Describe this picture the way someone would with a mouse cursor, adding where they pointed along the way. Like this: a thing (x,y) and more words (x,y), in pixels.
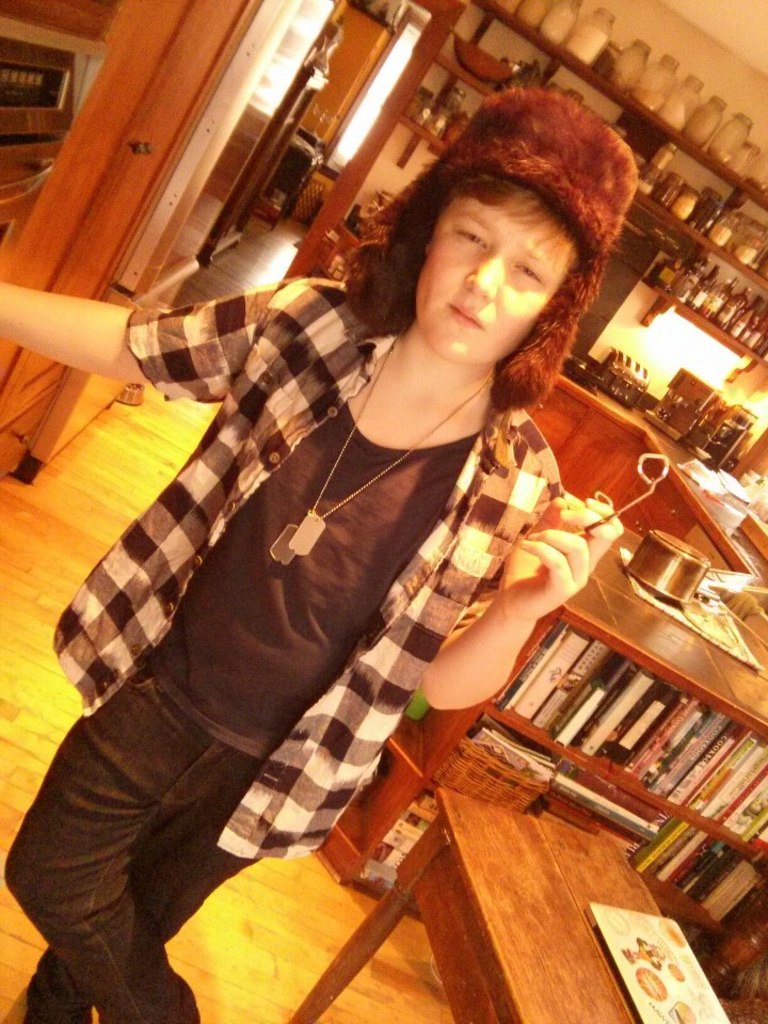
In the image there is a person (192,679) standing in the foreground (315,685) and behind the person (296,573) there is a table (526,907) and a counter table (616,633), there are kitchen utensils (677,547) on the counter table (653,636) and behind that there are shelves (443,62) attached to the wall (569,79), in the shelves (676,131) there are bottles (748,318) and jars (557,29) and other objects (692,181), beside the wall (369,178) on the left side (253,216) there is a room (289,200).
